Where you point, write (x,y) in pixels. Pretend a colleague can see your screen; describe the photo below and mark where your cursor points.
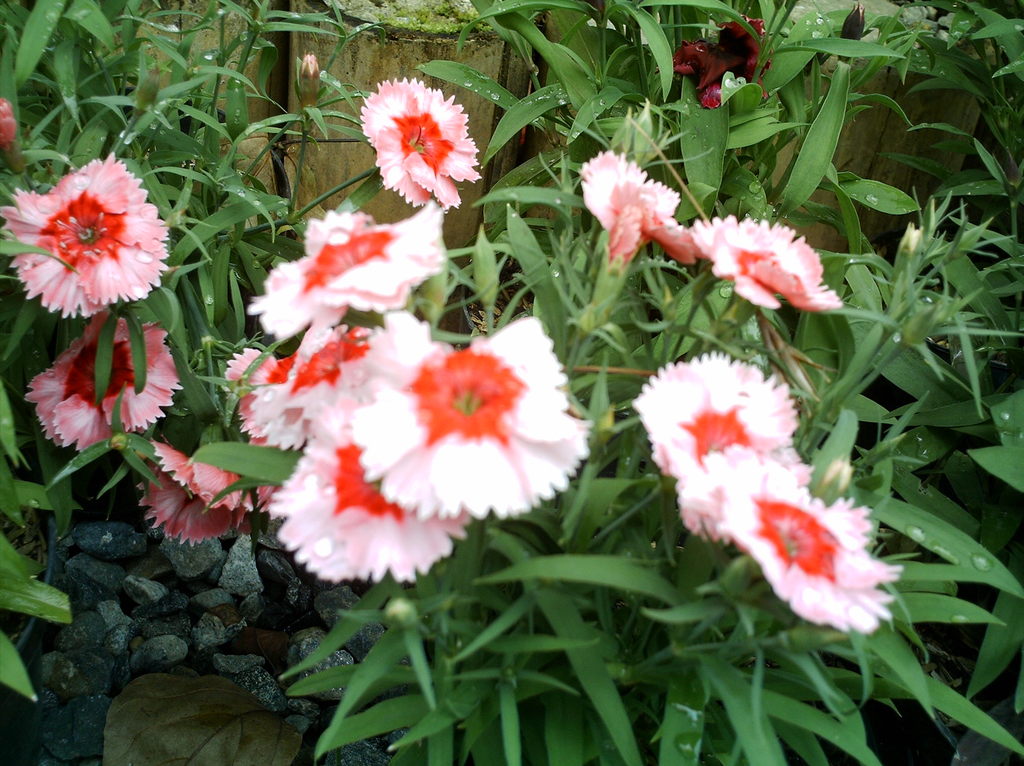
In this image, we can see some plants (647,715) with flowers (407,187) which are pink color. In the background (367,146), we can see a wall (428,33) and a grass (461,26), at the bottom (273,640), we can see some stones (281,706) and leaves (263,742).
